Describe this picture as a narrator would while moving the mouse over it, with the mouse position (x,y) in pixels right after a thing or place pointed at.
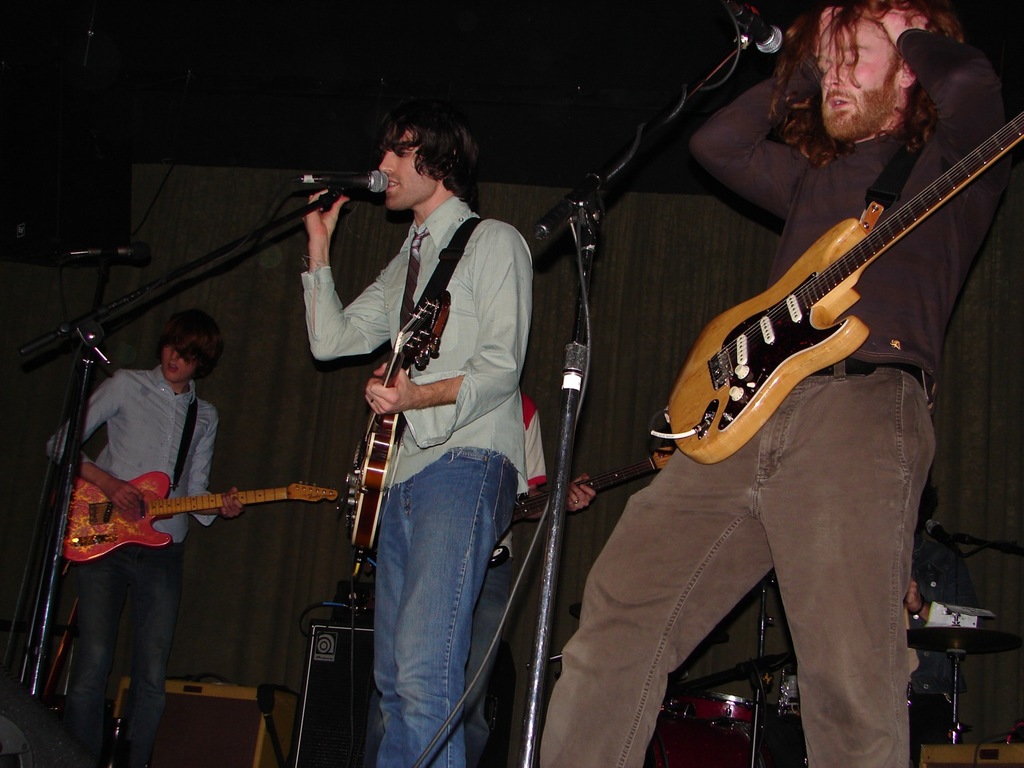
In the center of the image (469,360) we can see three persons (469,360) are standing and they are holding guitars (702,442). In front of them, we can see microphones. In the background (350,380) there is a wall (1012,595), two persons (483,617), speaker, musical instruments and a few other objects (68,758).
